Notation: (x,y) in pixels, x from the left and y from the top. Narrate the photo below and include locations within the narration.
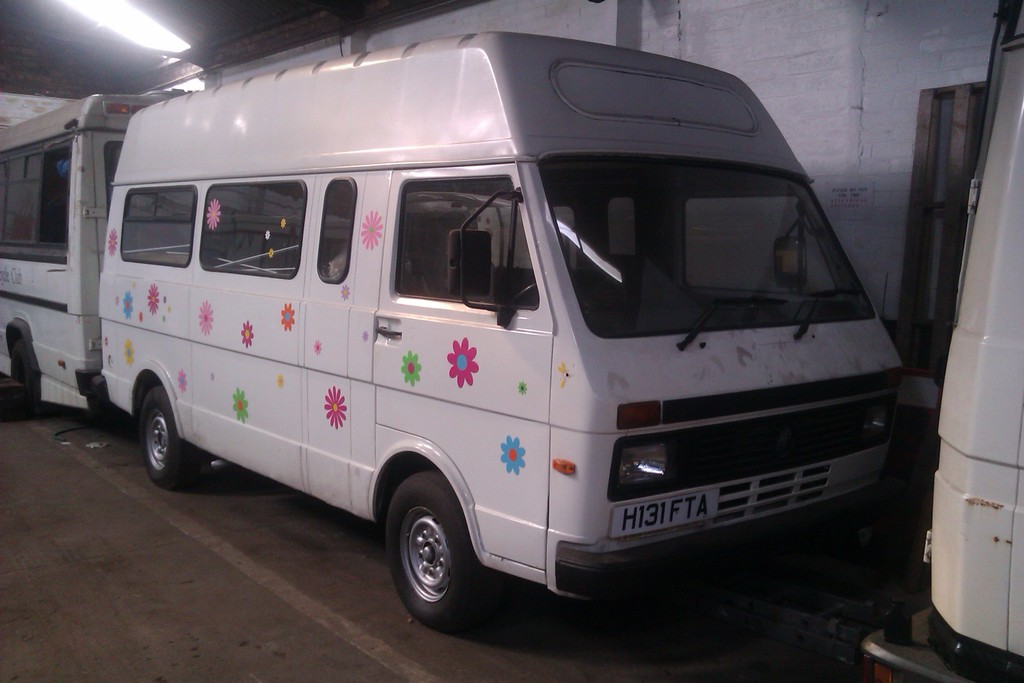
In this image we can see group of vehicles (291,243) parked on the ground (168,572). In the background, we can see the windows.
